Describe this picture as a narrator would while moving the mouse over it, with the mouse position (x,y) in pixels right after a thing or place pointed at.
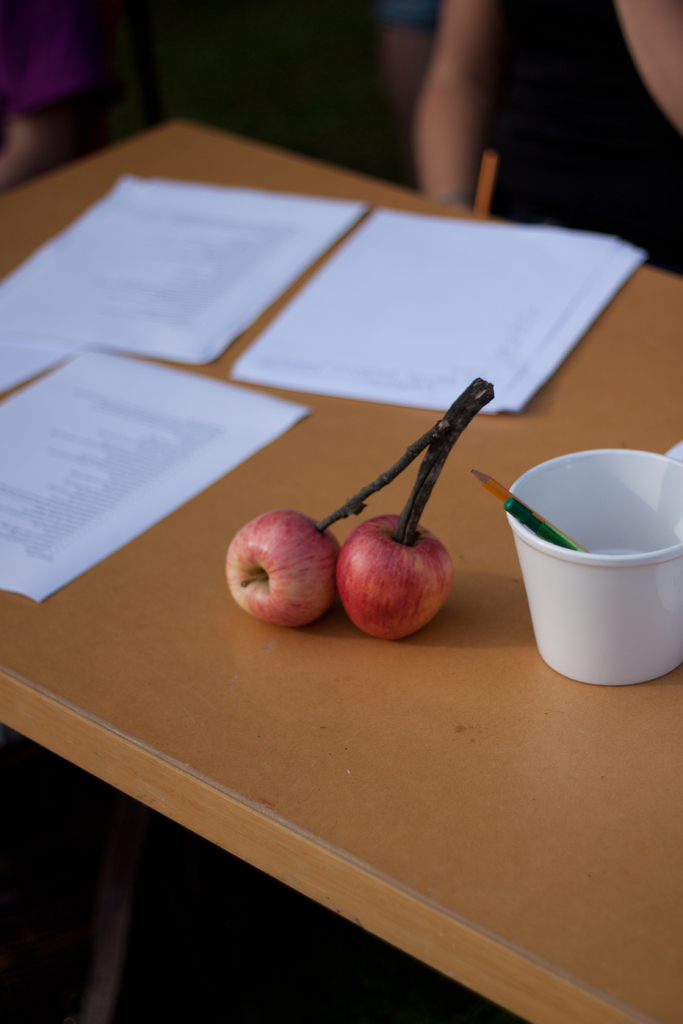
Here we can see a table (649,267) and on the table (79,707) there are papers (225,308) present and there is a cup (653,459) with pencils (549,532) in that and there are couple of apples (409,549) on it
